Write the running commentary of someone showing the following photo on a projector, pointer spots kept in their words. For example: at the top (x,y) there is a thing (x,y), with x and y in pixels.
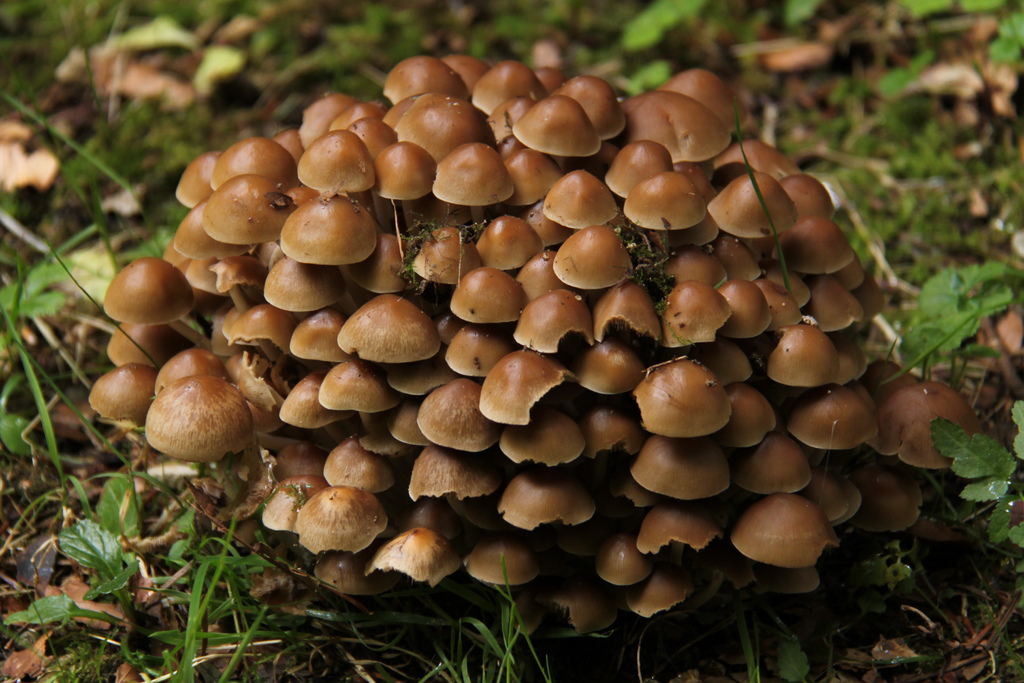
In this image I can see many mushrooms (799,458) in brown color. In the background (168,133) I can see few plants (122,154) in green color.
